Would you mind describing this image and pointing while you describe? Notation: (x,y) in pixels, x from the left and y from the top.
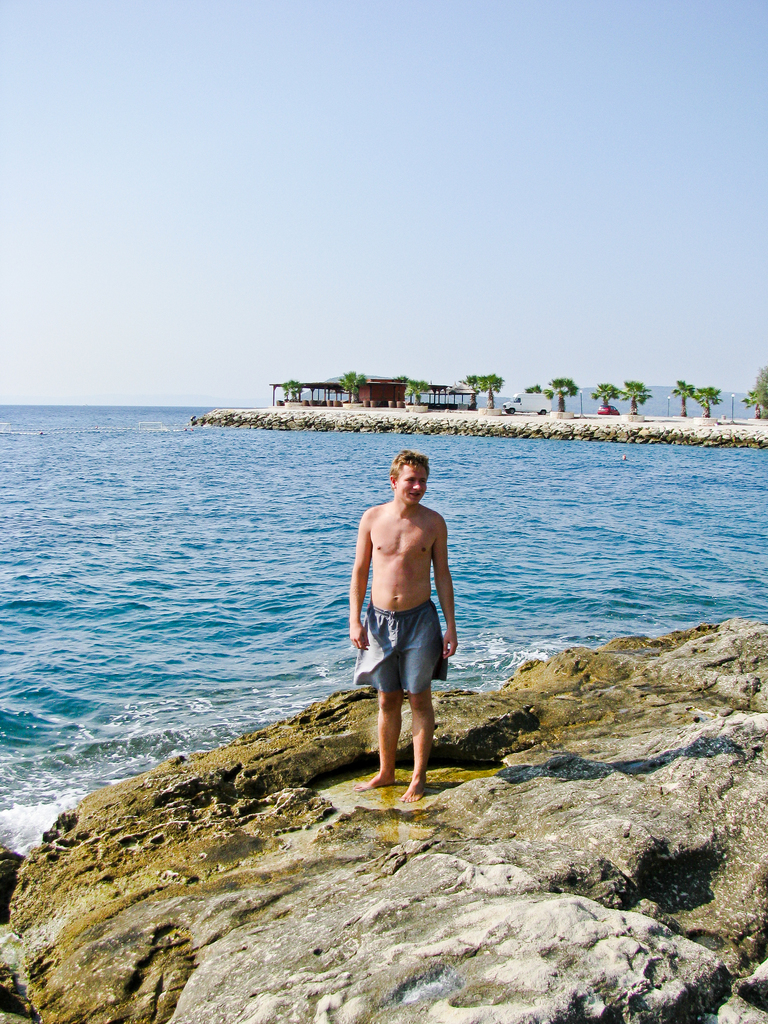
In this image I can see one person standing on the rock (205,918), near there is an ocean (111,606), beside I can see the trees (295,385) and one shelter (377,385).
